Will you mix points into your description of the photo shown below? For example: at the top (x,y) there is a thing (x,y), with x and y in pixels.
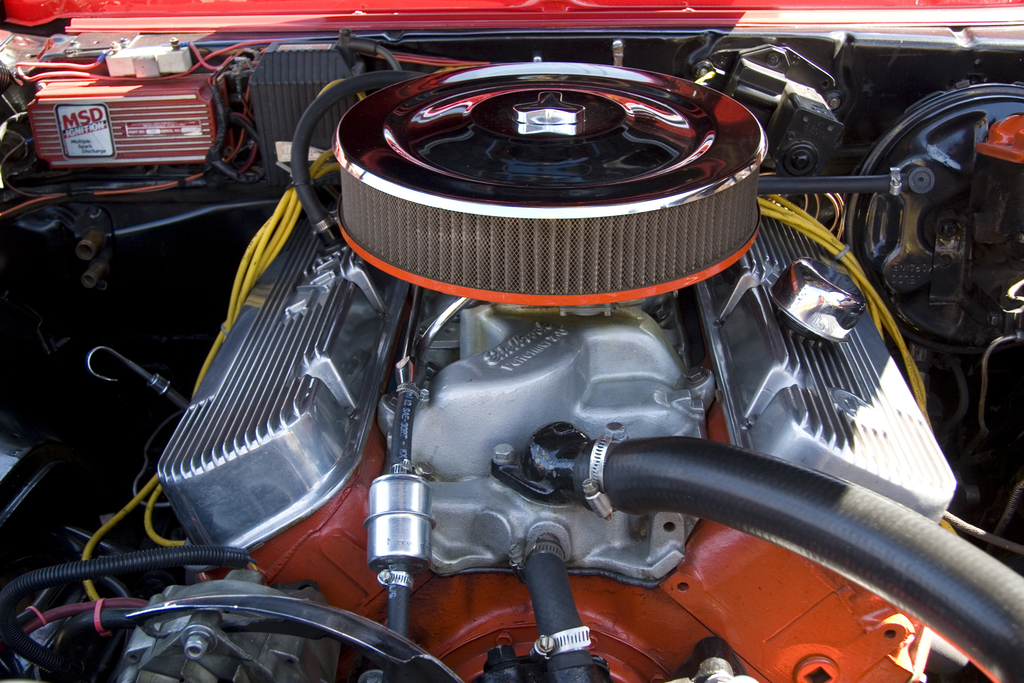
This image consists of an engine (567,555) of a vehicle (490,233). In the front (660,469), there is an air cleaner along with pipes (118,556) and wires (87,592).
